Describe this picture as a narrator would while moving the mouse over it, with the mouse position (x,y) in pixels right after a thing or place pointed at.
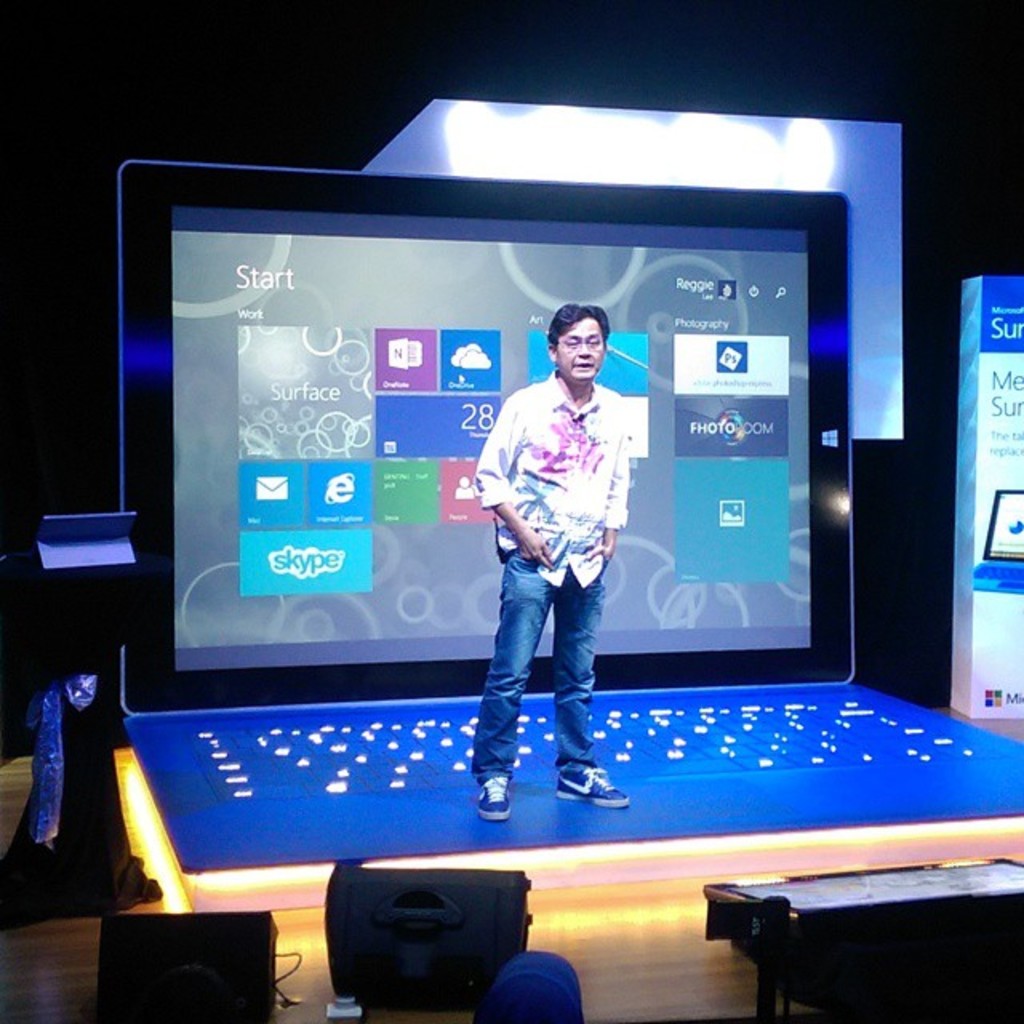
In this image we can see a person (592,560). There are many objects (487,970) placed on the ground (649,1008). There is a laptop designed stage (1002,773) in the image. There is an advertising board (976,331) at the right side of the image (1014,504).
